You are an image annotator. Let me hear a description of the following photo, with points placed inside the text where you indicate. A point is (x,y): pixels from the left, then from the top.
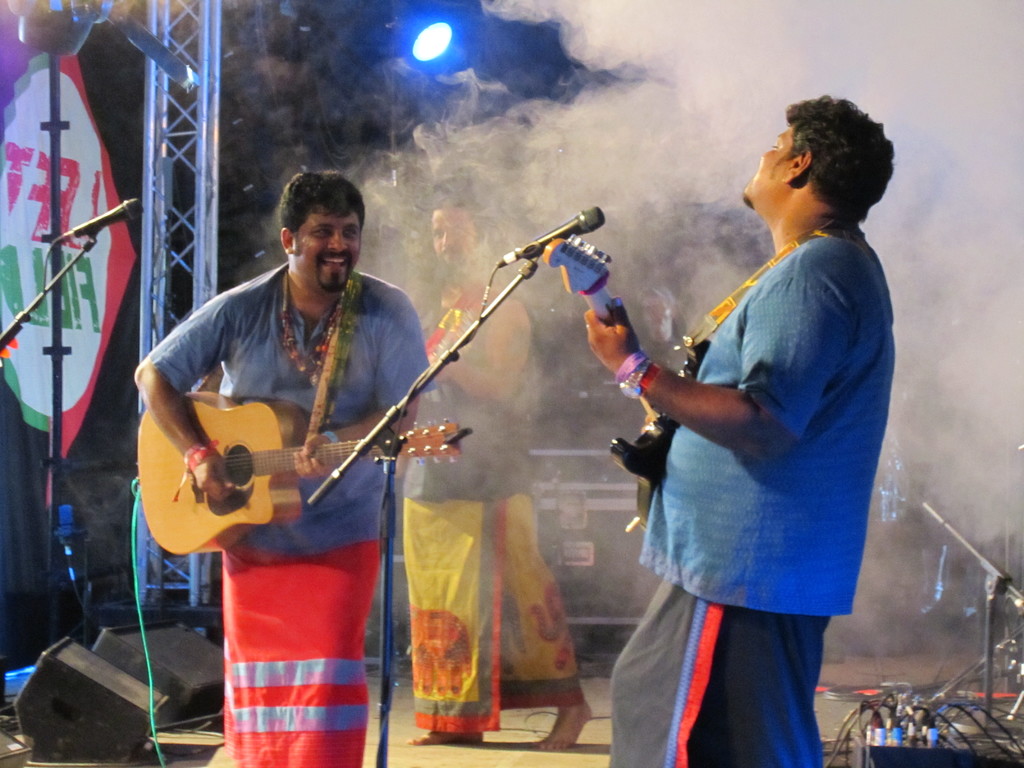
In this picture, In the right side (732,663) there is a man (793,423) standing and holding a guitar (706,352) and in the left side (328,499) there is a man (308,305) standing and holding a music instrument (242,458) which is in yellow color and in the background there is a man (447,235) walking and there is a blue color light (422,54) in the top (440,55).
